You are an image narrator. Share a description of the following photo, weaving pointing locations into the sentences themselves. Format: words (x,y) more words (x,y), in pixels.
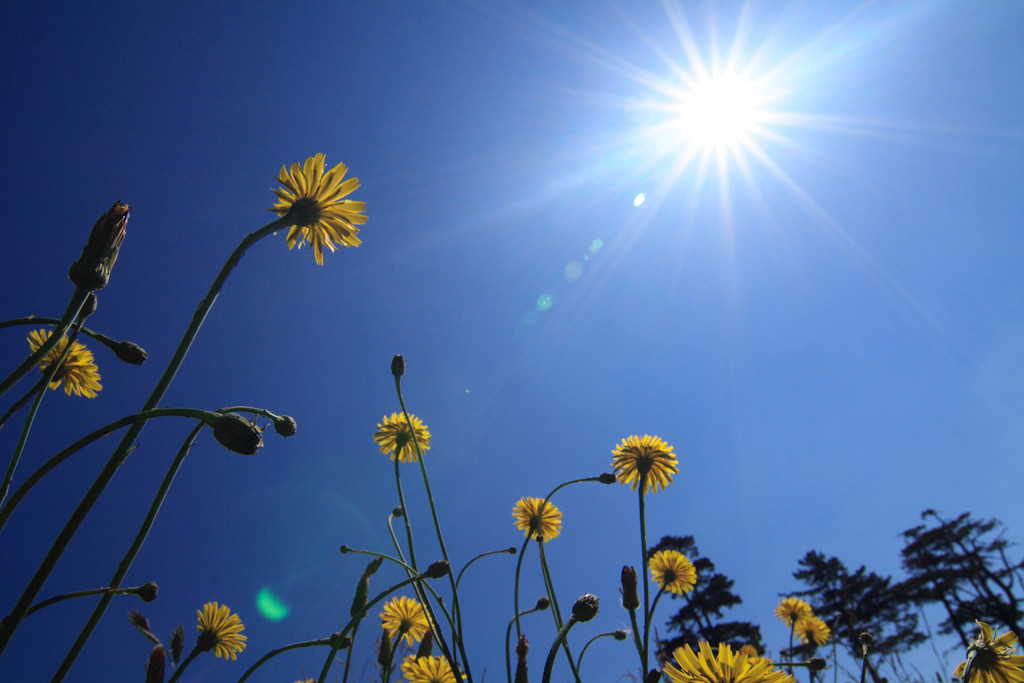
In this image we can see some plants (414,628) with yellow flowers (981,657) and buds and at the top (532,119) we can see the sky (165,134) with the sun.
